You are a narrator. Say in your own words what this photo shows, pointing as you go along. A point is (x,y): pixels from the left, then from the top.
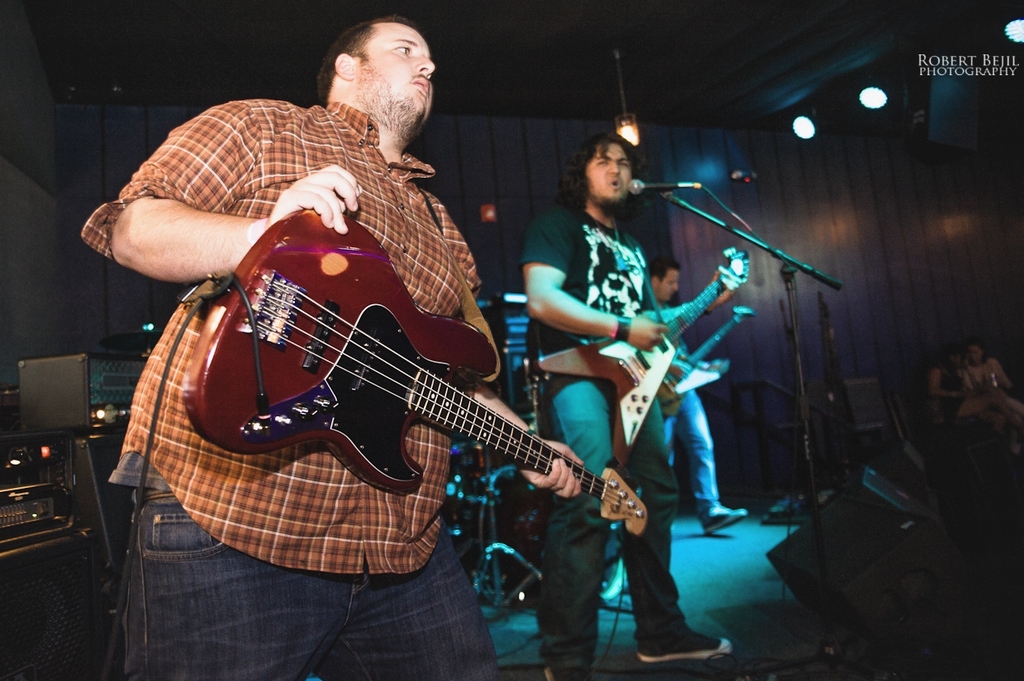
A rock band (354,129) is performing in a concert.
